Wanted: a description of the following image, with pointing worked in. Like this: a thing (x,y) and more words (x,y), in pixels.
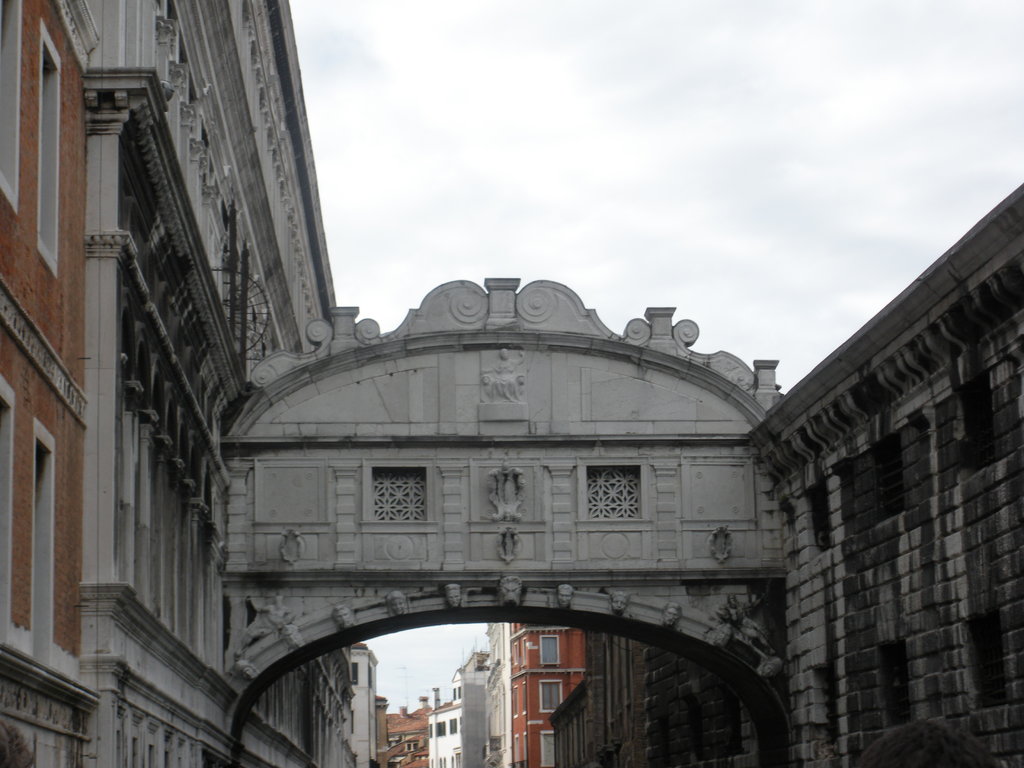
As we can see in the image there are buildings (225,459), window (15,118) and sky (584,112).
